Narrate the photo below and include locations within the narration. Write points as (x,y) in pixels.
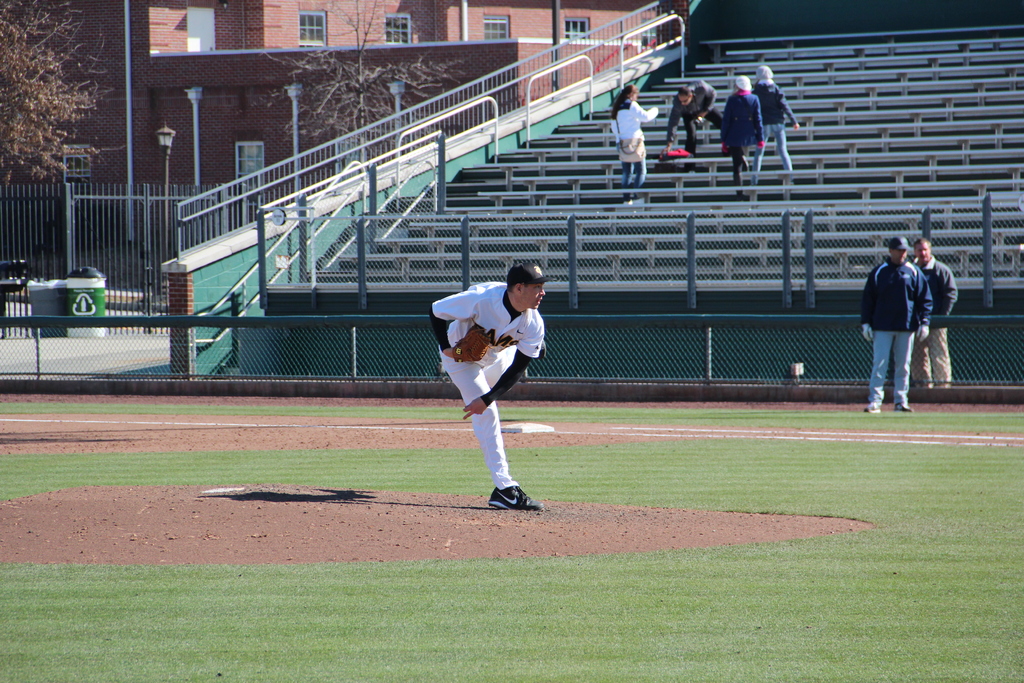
In this image we can see a person (498,472) wearing white color dress (499,443) playing baseball and in the background of the image (918,311) there are two persons (895,358) standing near the fencing (35,367) and there are some persons (617,146) standing near the benches (600,134), there are some trees (39,92) and houses (372,68).
